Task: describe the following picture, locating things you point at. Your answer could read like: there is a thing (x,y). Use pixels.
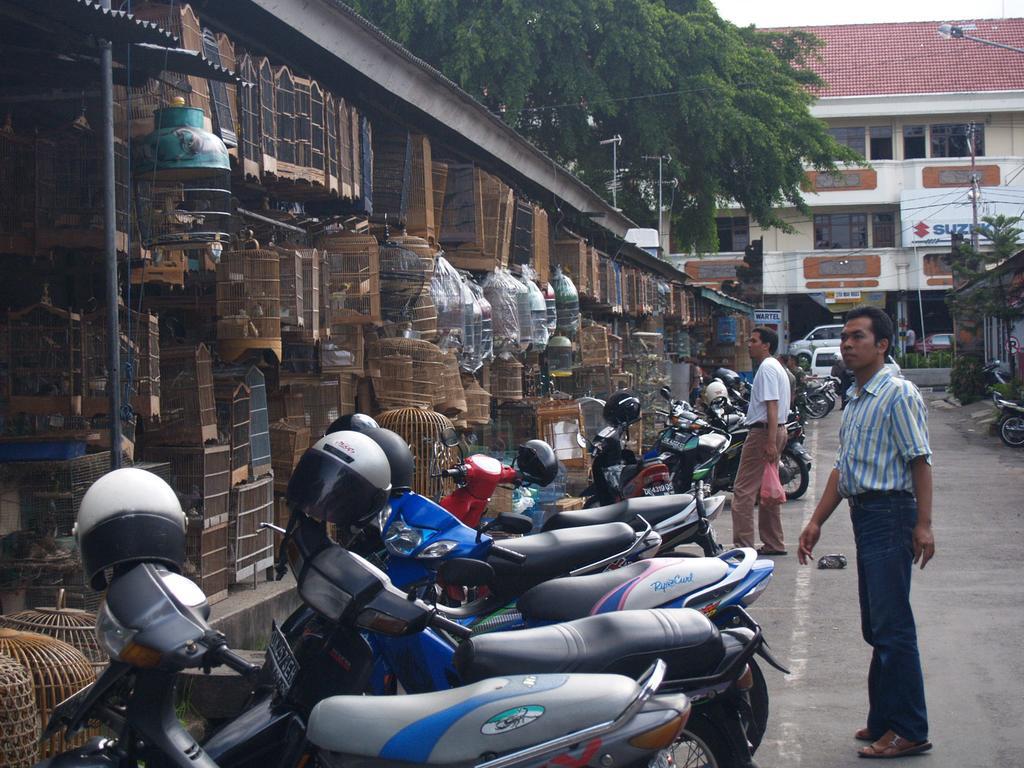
In this picture I can see few buildings (894,269), trees (664,115) and few cars (825,338) and motorcycles (478,573) and couple of men (854,414) standing and a man (774,450) holding a carry bag (775,481) in her hand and I can see a board (947,245) with some text (969,222) and looks like few wooden cages (265,340).
